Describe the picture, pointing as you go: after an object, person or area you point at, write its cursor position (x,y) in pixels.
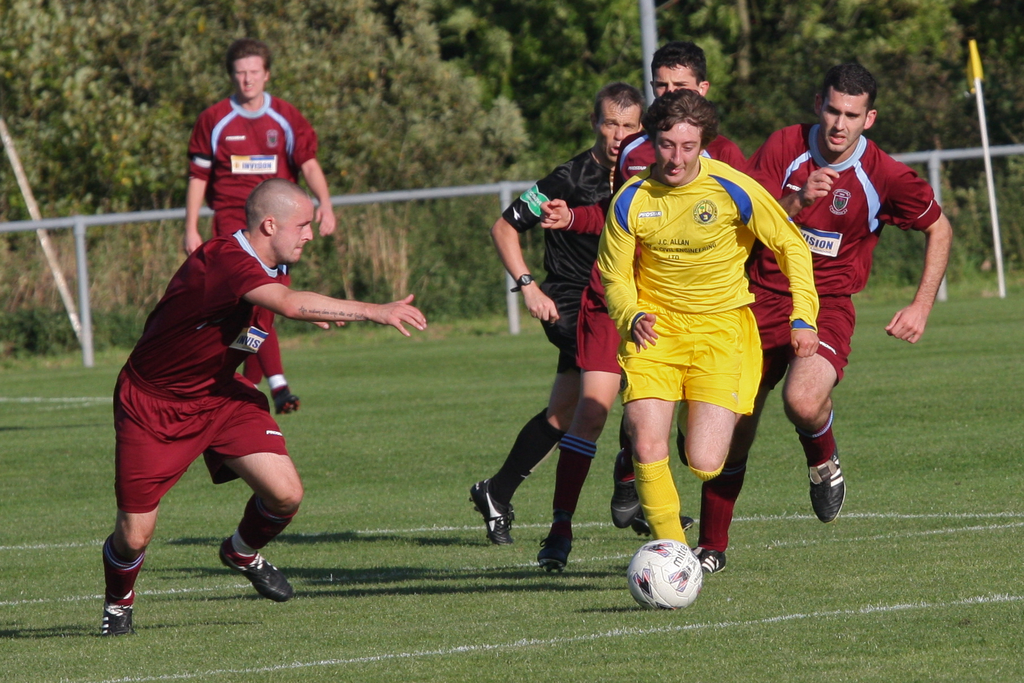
In the center (665,379) we can see few players (592,389), in the bottom there is a ball (650,543). In the background (497,70) we can see trees (390,78).
